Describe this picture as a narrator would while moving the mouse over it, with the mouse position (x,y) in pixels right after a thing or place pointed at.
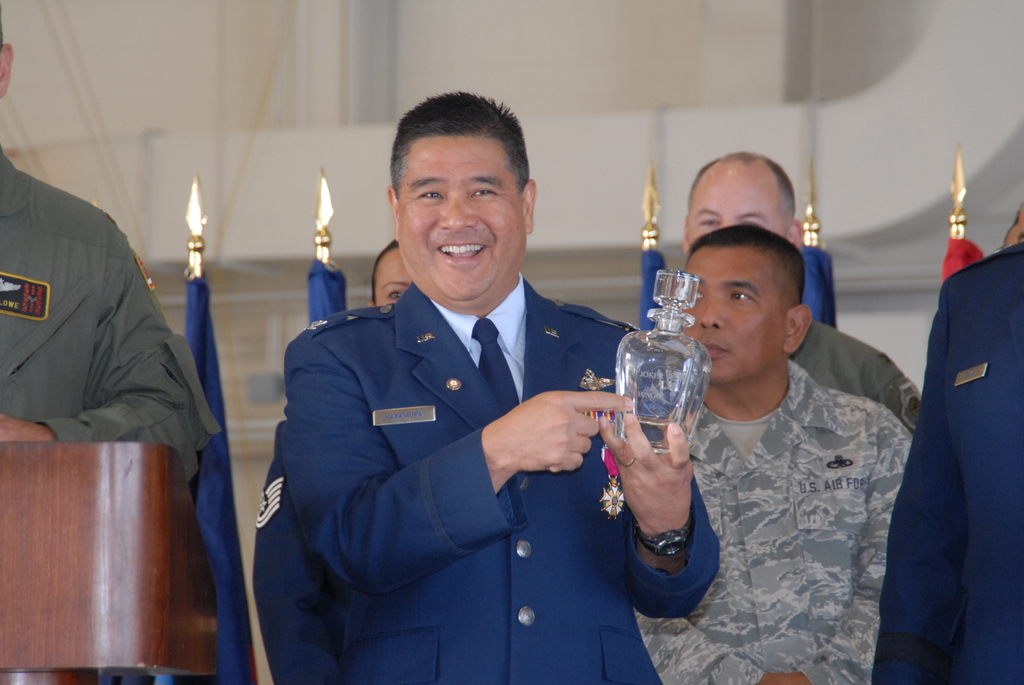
In this image I can see the group of people (470,338) with different color dresses (548,501). I can see few people (593,450) with the uniforms (723,455). One person (481,469) is holding the glass (638,394). To the left (54,541) there is a podium (176,523). In the background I can see the flags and the wall (341,205).
